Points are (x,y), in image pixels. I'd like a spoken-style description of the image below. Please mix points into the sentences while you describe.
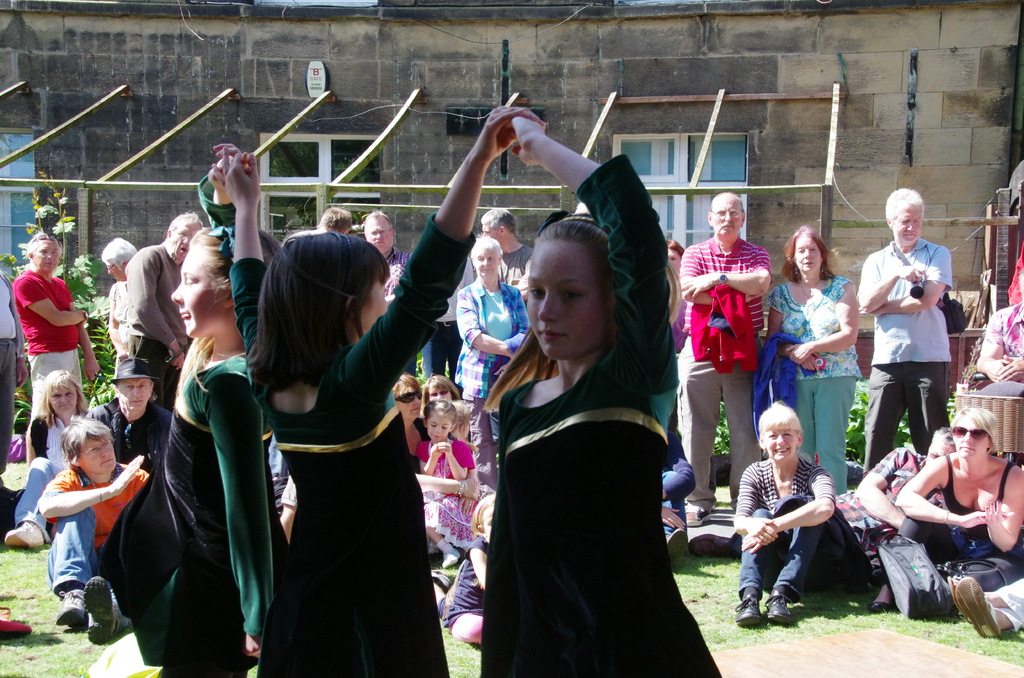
In this image, we can see three girls (593,595) who are dancing and there are few people (873,498) who are sitting on the grass (696,601) and few of them are standing and all these people (90,448) are looking at the girls (375,410). At the back (303,135) there is a house (756,151) with white windows (340,164).
